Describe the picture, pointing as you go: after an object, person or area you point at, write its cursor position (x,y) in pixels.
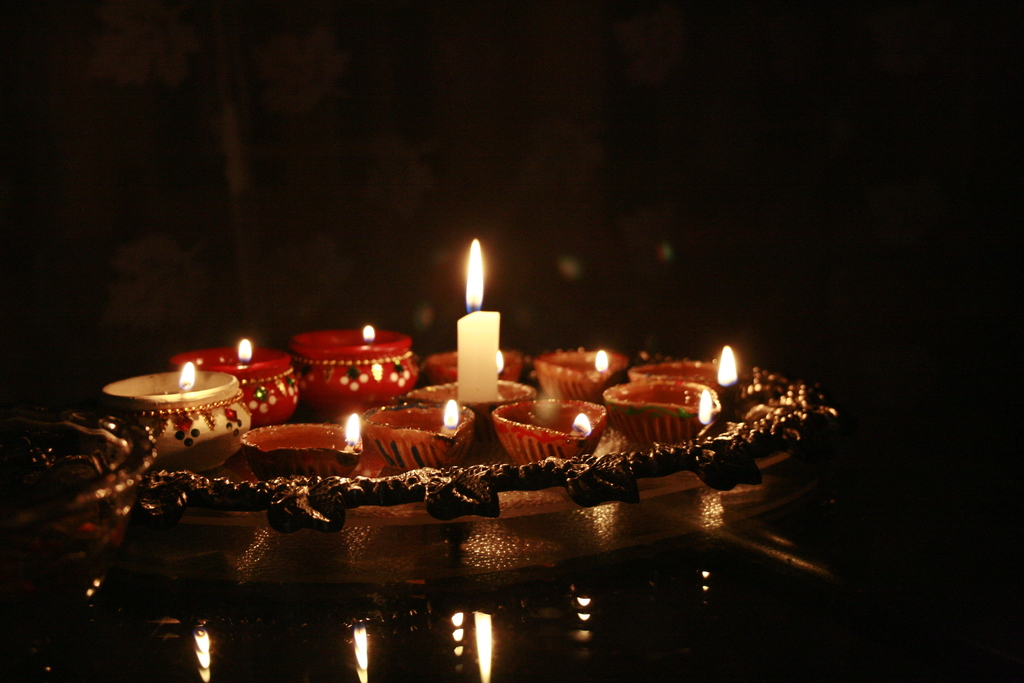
In this picture we can see a candle (496,385), earthenware (547,366) on a tray (515,468) and beside this tray (202,494) we can see a bowl (59,476) and in the background (578,131) it is dark.
